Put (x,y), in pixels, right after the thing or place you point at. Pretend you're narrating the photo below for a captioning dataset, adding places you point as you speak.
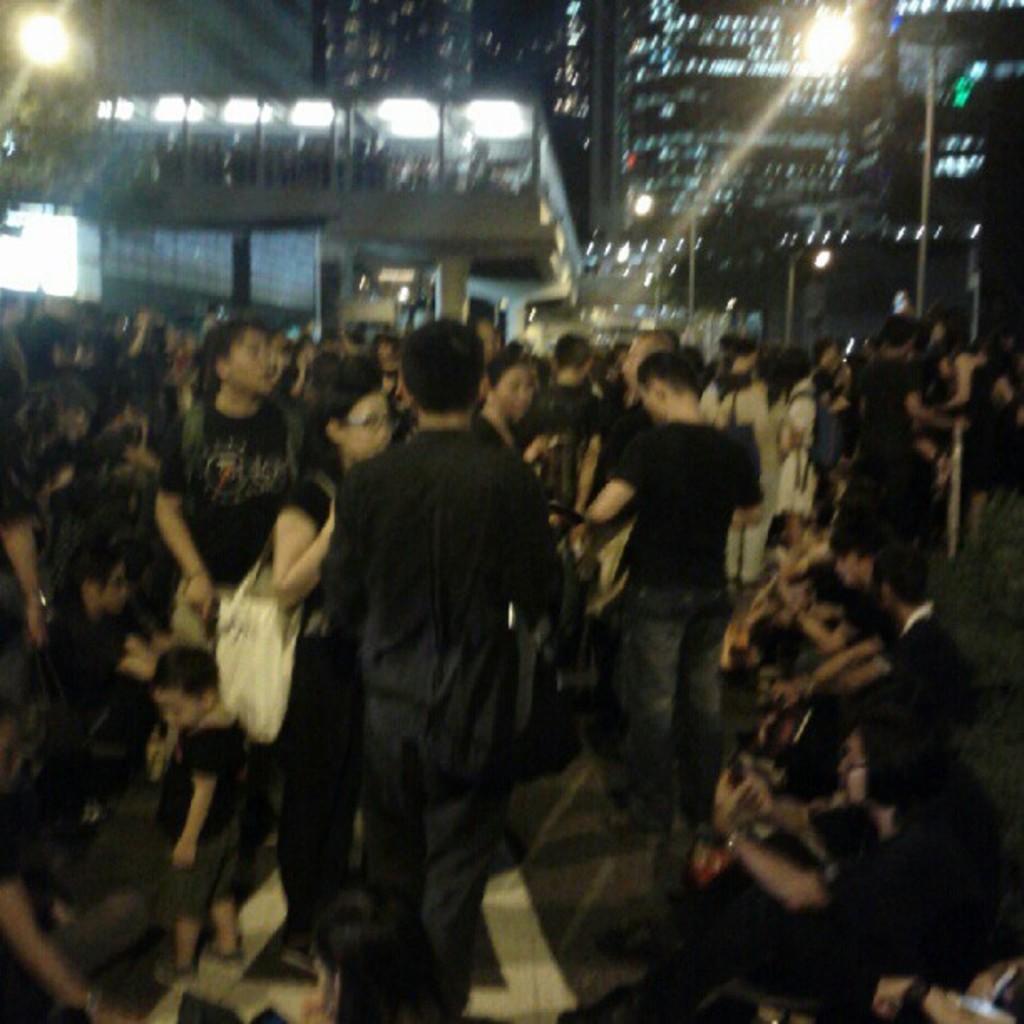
Here in this picture we can see number of people (342,530) standing and sitting and walking on the road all over there and we can see buildings (259,220) present behind them and we can also see light posts (822,18) here and there and we can see trees (64,191) present over there.
